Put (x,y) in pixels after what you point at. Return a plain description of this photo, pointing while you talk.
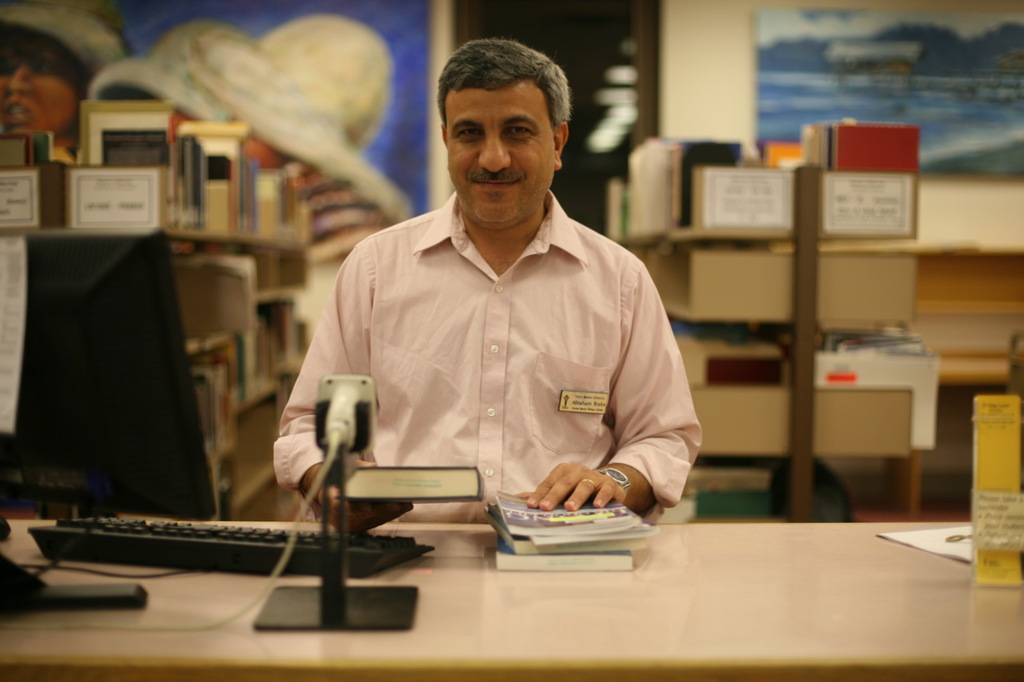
In this picture we can see a man (459,225). This is table (682,578). On the table (669,595) there are books (550,537), keyboard (201,528), and a monitor (112,283). This is rack (279,344). On the background (745,102) there is a wall (751,69) and this is frame (895,72).
